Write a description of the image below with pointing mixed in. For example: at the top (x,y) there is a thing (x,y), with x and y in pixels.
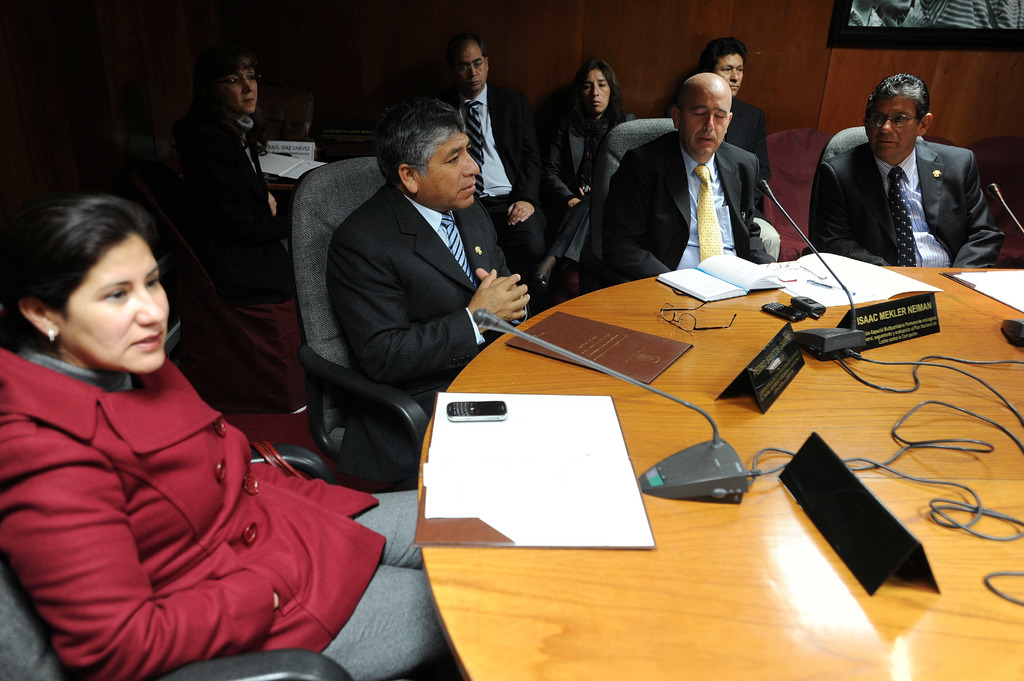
This image is clicked in a room (77,128) where there is a table (801,430) and chairs (323,301). There are people (462,145) sitting on chairs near the table (843,428). On the table (846,410) there are files (596,348), books (760,290), papers (912,284), mobile phones (782,312), name boards (890,322), wires (978,415), mic (667,467). On the top right corner (995,5) there is a photo frame (989,19).
